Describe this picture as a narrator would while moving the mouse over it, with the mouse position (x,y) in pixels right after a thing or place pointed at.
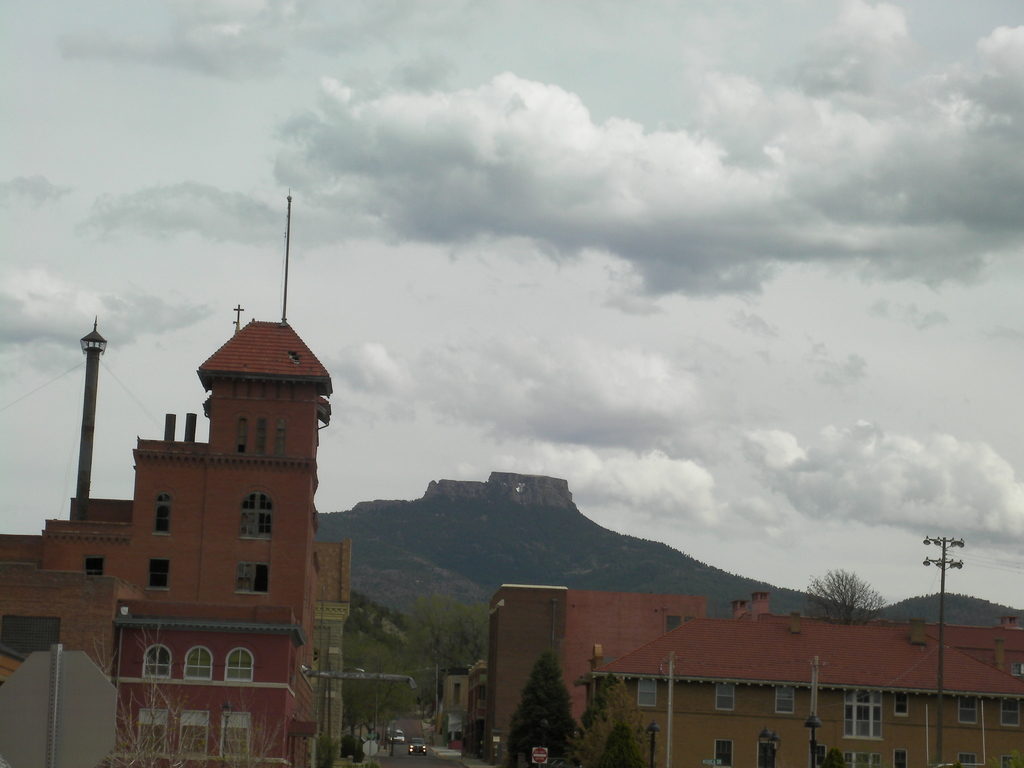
There are trees (359,714) and buildings (507,698) at the bottom of this image (334,700) and we can see a mountain (557,553) in the background (486,555). There is a cloudy sky (606,340) at the top of this image (565,210).
